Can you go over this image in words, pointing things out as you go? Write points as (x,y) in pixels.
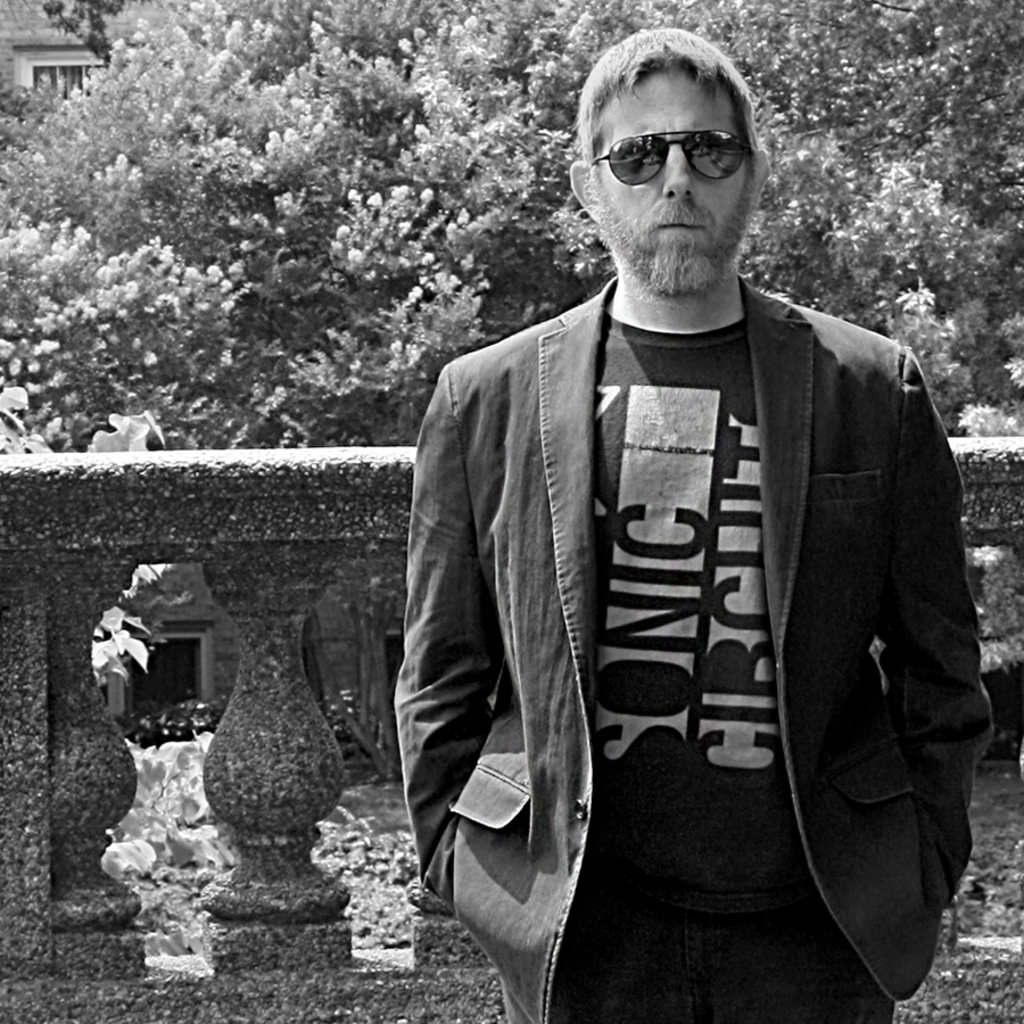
In this image we can see a man (707,629) standing. He is wearing glasses (723,166). In the background (291,575) there is a fence (291,575) and trees (350,197).
